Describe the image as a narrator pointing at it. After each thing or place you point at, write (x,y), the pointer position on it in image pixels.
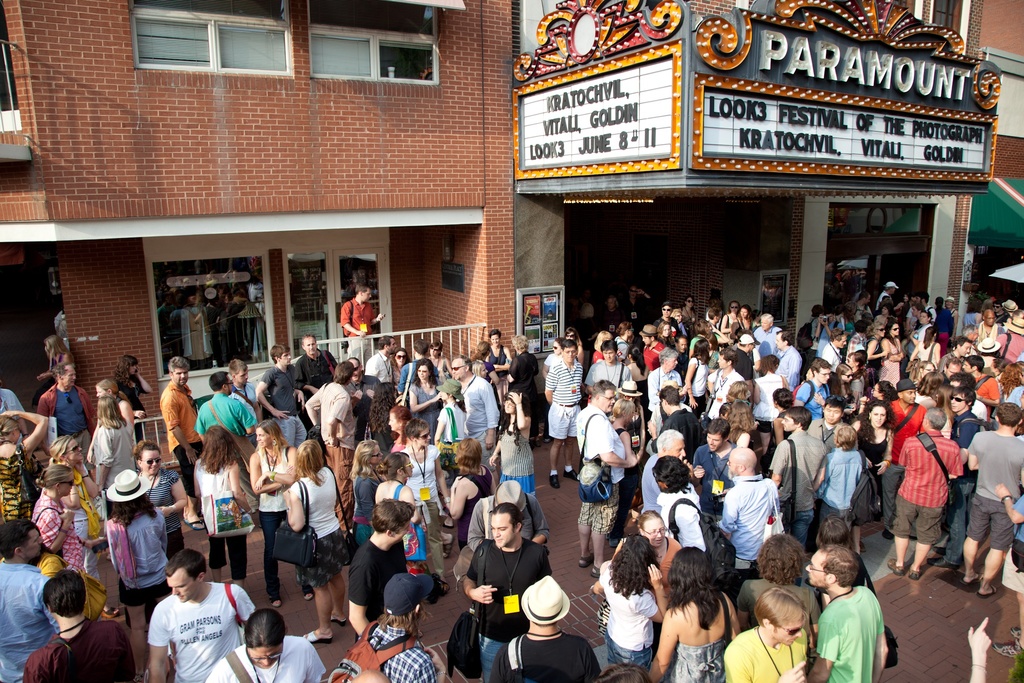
In this image I can see number of people (507,506) standing on the ground (867,525). I can see few of them are wearing bags (925,438). In the background (448,331) I can see the white colored railing (442,342), the building (439,195) which is made of bricks (385,102) and a white colored board (646,88) to the building (406,112) and I can see few windows (419,18) of the building (414,44) and a green colored object (1004,231).
